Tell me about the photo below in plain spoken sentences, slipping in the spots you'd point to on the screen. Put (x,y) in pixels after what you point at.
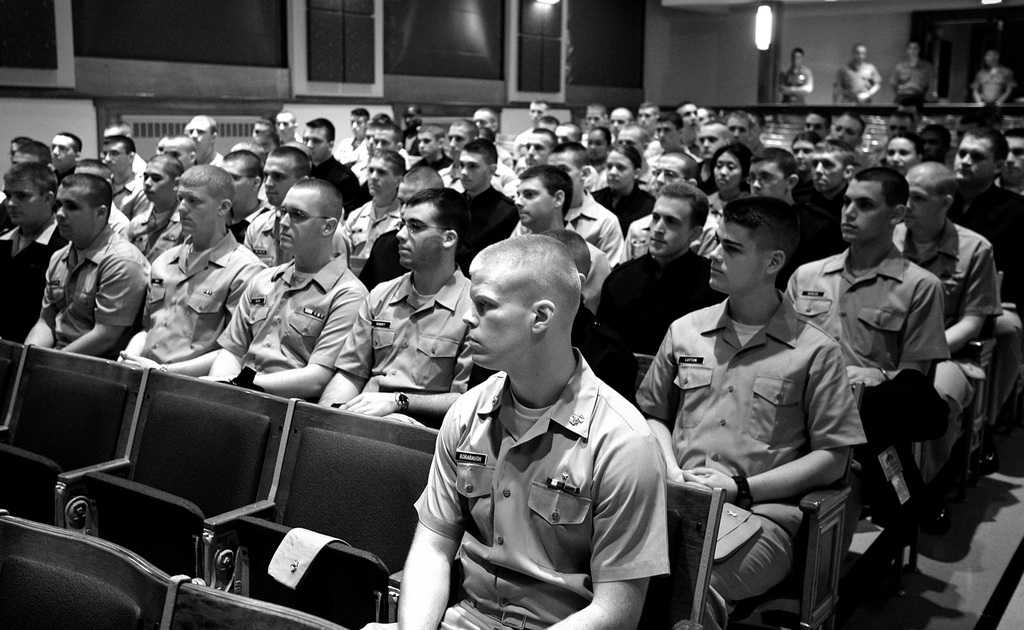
In this image I can see number of people (633,193) where few are standing and rest all are sitting on chairs (340,487). I can also see most of them are wearing uniforms (626,398) and here I can see few empty chairs (256,482). I can also see few lights (765,9) and I can see this image is black and white in colour.
